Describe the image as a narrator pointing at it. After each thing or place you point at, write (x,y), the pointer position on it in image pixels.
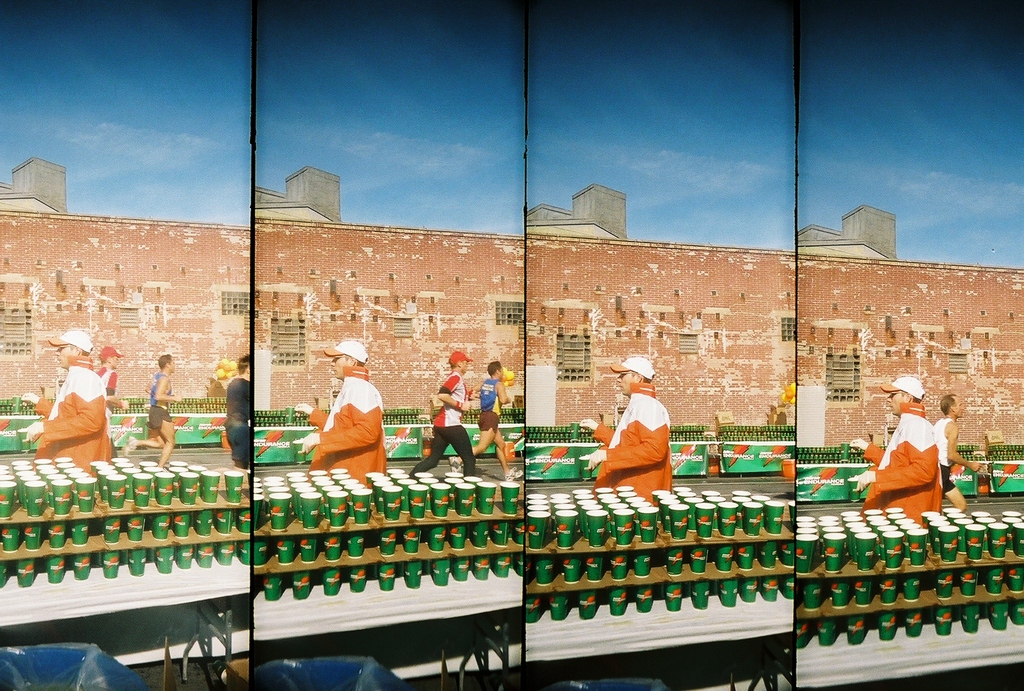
This is an edited image with the collage of images. In the foreground (946,635) we can see the tables (94,585) on the top of which there are some green color objects (363,497) seems to be the glasses (200,527). In the center (449,410) we can see the group of persons (377,416) running on the ground (392,468). In the background (637,169) we can see the sky (709,206), buildings (687,348), windows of the buildings (878,411) and many other objects (406,427). In the foreground (315,679) we can see some blue color objects (119,670).
